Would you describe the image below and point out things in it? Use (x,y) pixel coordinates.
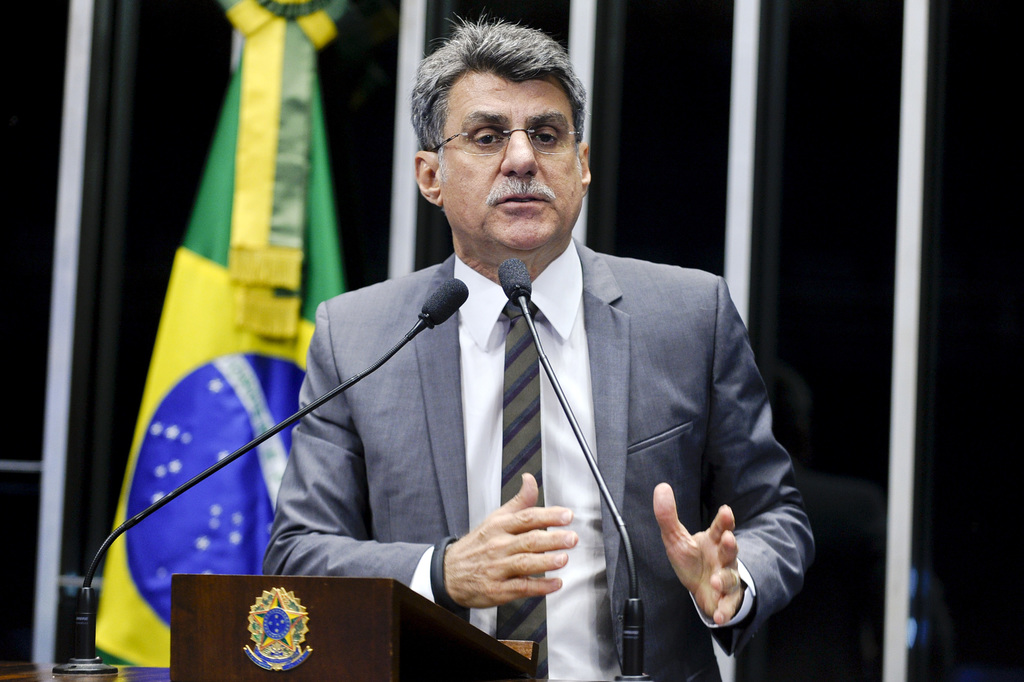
In this image I can see a person (488,400) wearing white shirt (481,379), blazer (435,408) and tie (530,400) is standing in front of a podium (395,646) and on the podium (286,623) I can see two microphones (92,670). In the background (287,399) I can see a flag (281,387) which is yellow, green and blue in color.
